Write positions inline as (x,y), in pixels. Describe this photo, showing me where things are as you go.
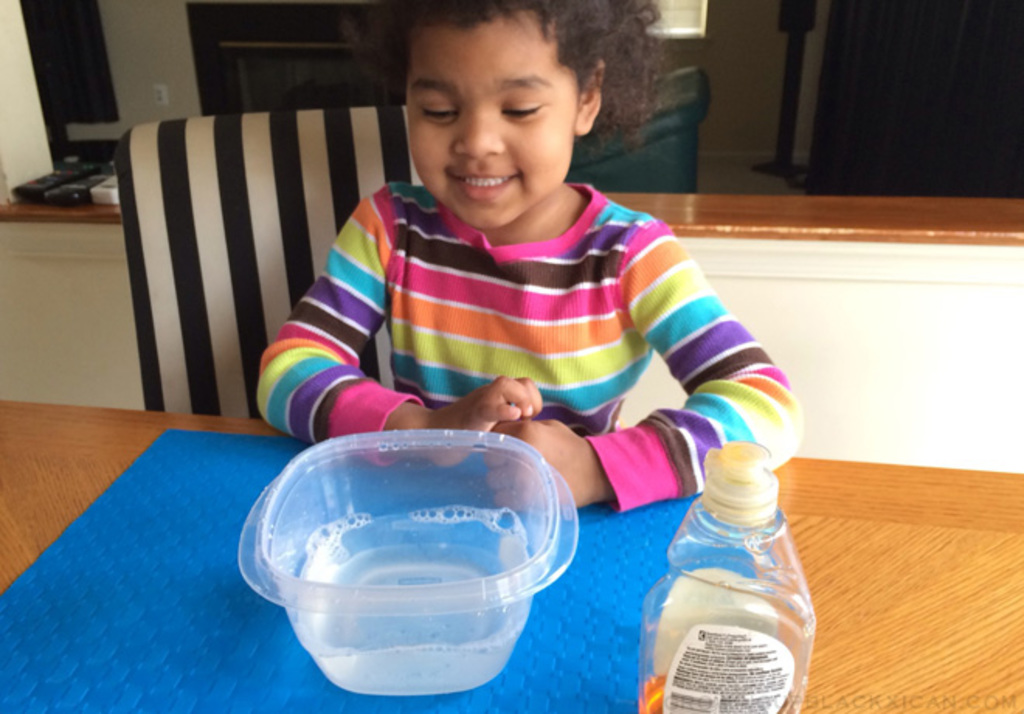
In this image, we can see a kid (502,301) is smiling. Here we can see a chair (163,329). At the bottom (99,607), there is a wooden table (918,629), few items (680,598), bowl (423,572) with water (443,570) is placed on the table (931,595). Right side (976,702) bottom, we can see a watermark (904,706) in the image. Background (932,419) we can see a pillar (21,172), some objects (85,172), things (85,186), chair (688,123), wall (767,65).
